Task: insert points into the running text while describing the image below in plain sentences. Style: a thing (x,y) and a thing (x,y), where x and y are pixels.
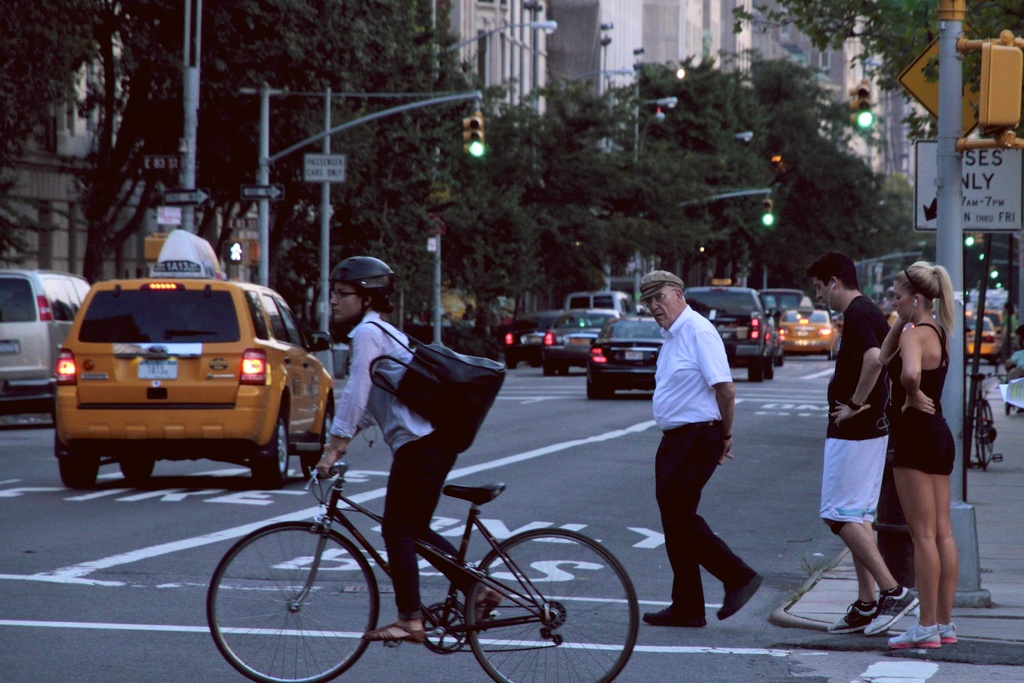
As we can see in the image there are buildings (611,56), trees (624,126), traffic signal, cars (165,300), few people (378,332) walking on road (786,594) and a bicycle (462,555).
